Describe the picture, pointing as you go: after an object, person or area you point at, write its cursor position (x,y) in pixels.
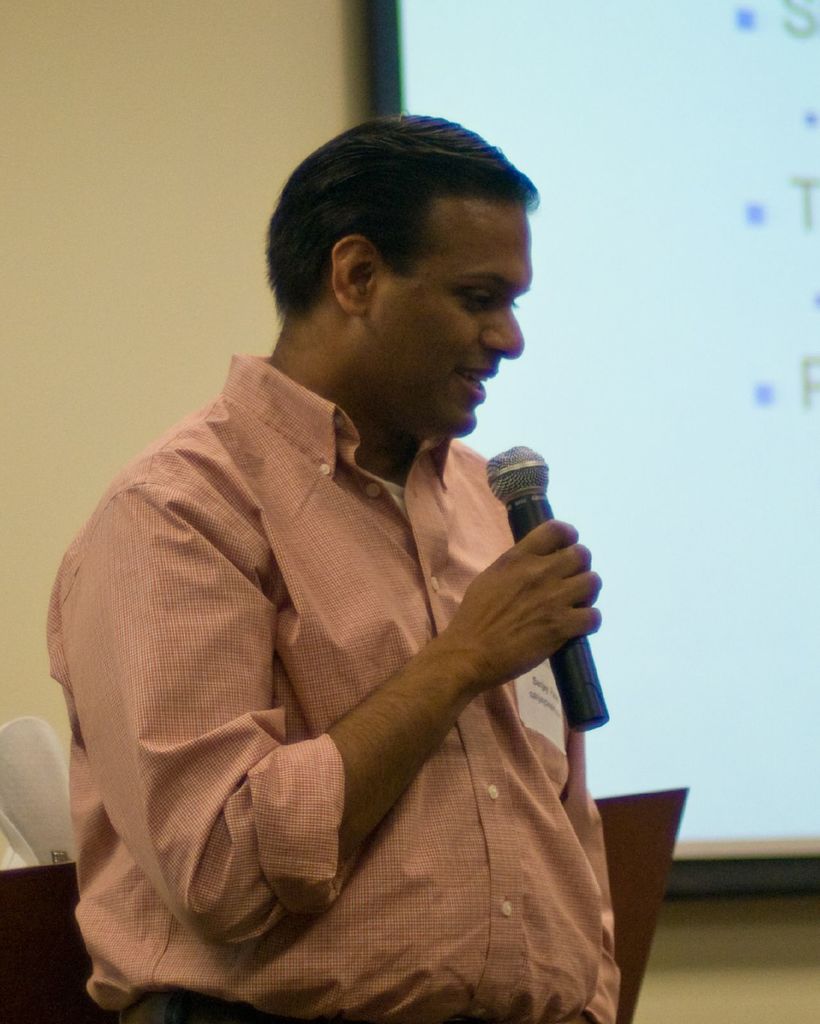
In this image there is a person (363,768) standing and holding a mic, behind him there is a chair (65,793) and a screen (479,72) hanging on the wall (219,10).
